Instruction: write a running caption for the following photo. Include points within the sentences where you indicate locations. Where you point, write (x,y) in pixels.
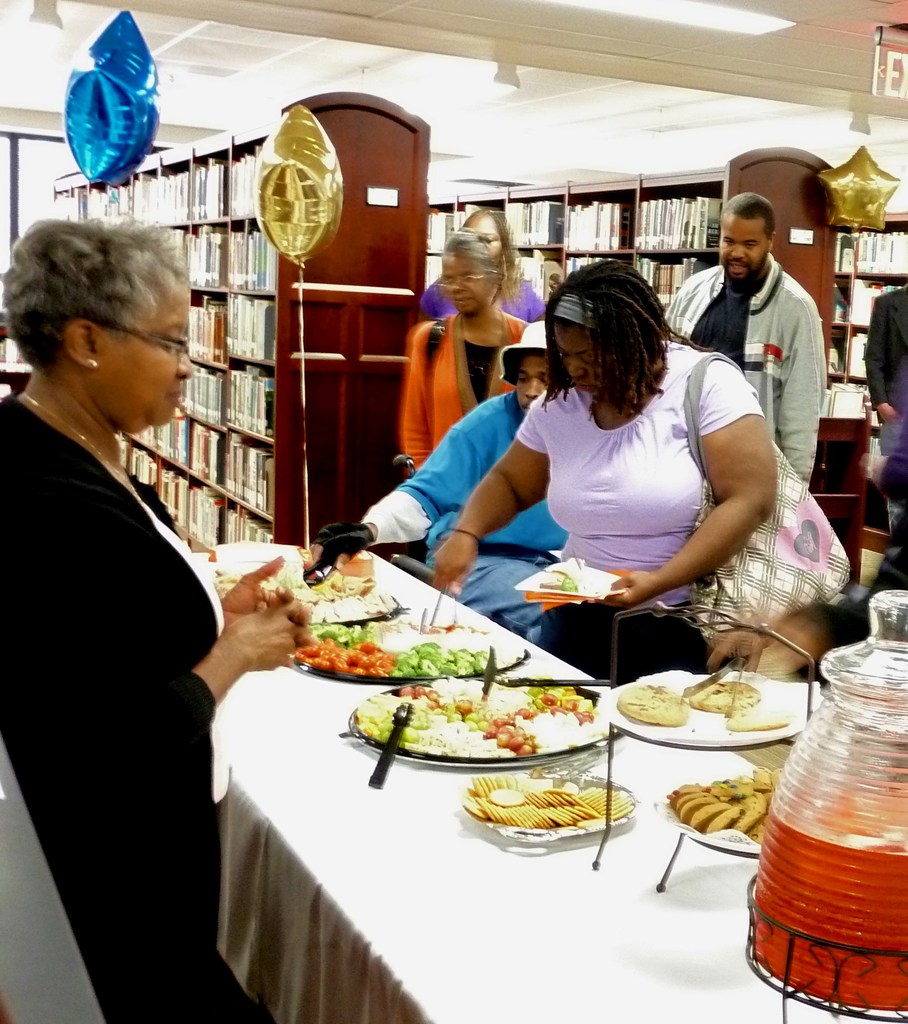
In this image we can see some food items (766,720) and a jar (767,873) with a drink (817,916) in it are kept on the table (503,976) with white color table cloth (359,916). Here we can see these people (558,452) are standing on the floor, we can see balloons (291,180), books (871,254) kept in wooden cupboards (328,436), ceiling lights (783,24) and exit board (892,88).
